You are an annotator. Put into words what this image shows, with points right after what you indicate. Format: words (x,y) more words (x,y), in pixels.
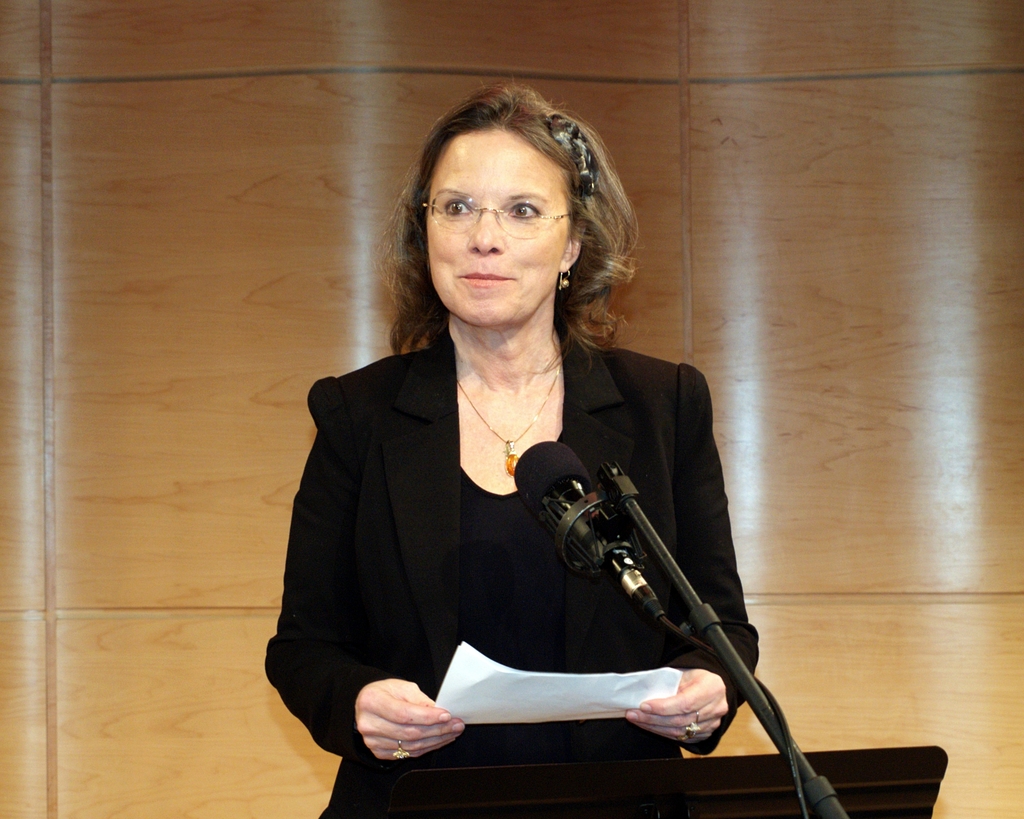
In this picture, we see a woman (533,562) in the black dress (510,563) is standing. She is wearing the spectacles (457,202) and she is holding a paper (646,683) in her hands (667,729). She is smiling. In front of her, we see a microphone (546,459) and an object (663,810) in black color. In the background (175,297), we see a wall (238,253).
